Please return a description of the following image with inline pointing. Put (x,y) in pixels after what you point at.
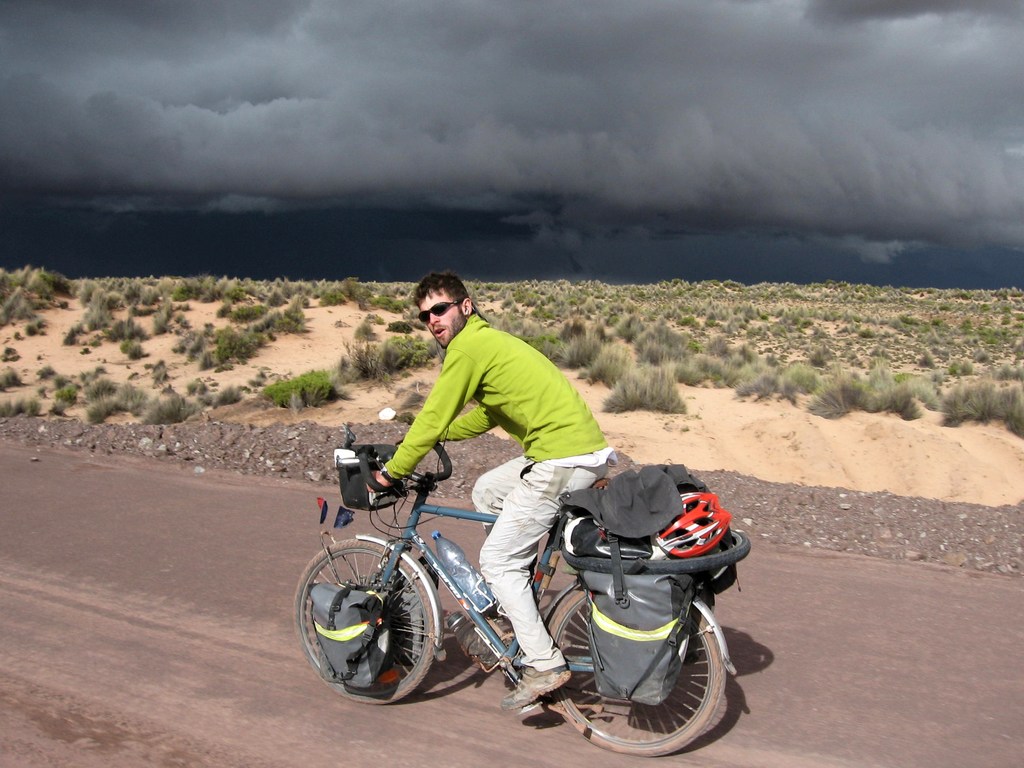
As we can see in the image there is a sky (603,120), grass (844,289), bag (353,611) and a man (515,543) riding bicycle (706,707).
